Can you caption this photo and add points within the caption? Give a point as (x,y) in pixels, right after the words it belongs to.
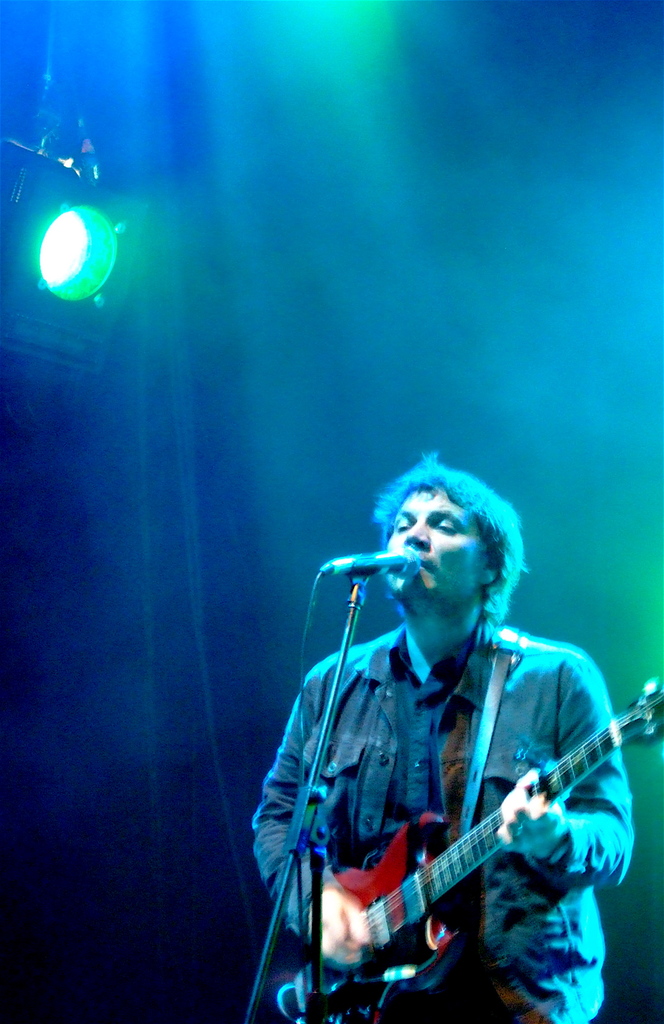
In this image we can see a man (461,510), who is playing a guitar (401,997) and he is standing in front of a mic (327,571). In the background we can see a green light (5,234).
